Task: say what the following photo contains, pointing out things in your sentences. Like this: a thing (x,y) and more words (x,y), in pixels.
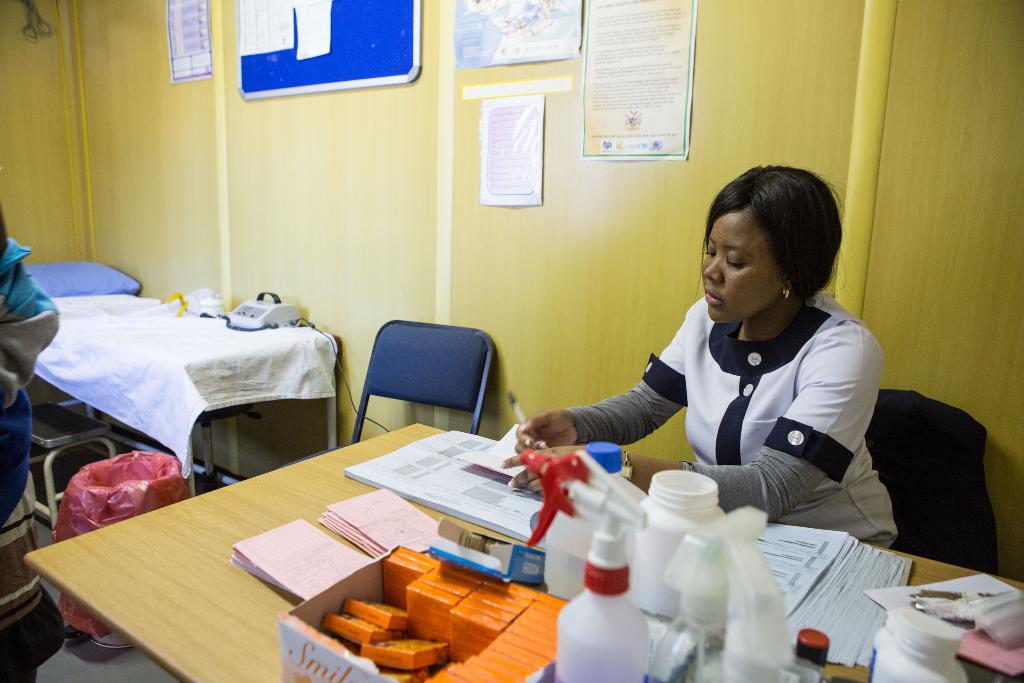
In this image i can see a woman (706,348) sitting on a chair (885,477) in front of a table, On the table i can see few objects (431,573), few papers (795,592), few books (416,486) and few bottles (620,534). In the background (463,414) i can see a bed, a wall (280,285), a notice board (346,74) and few papers (489,108) attached to the wall (573,133).
